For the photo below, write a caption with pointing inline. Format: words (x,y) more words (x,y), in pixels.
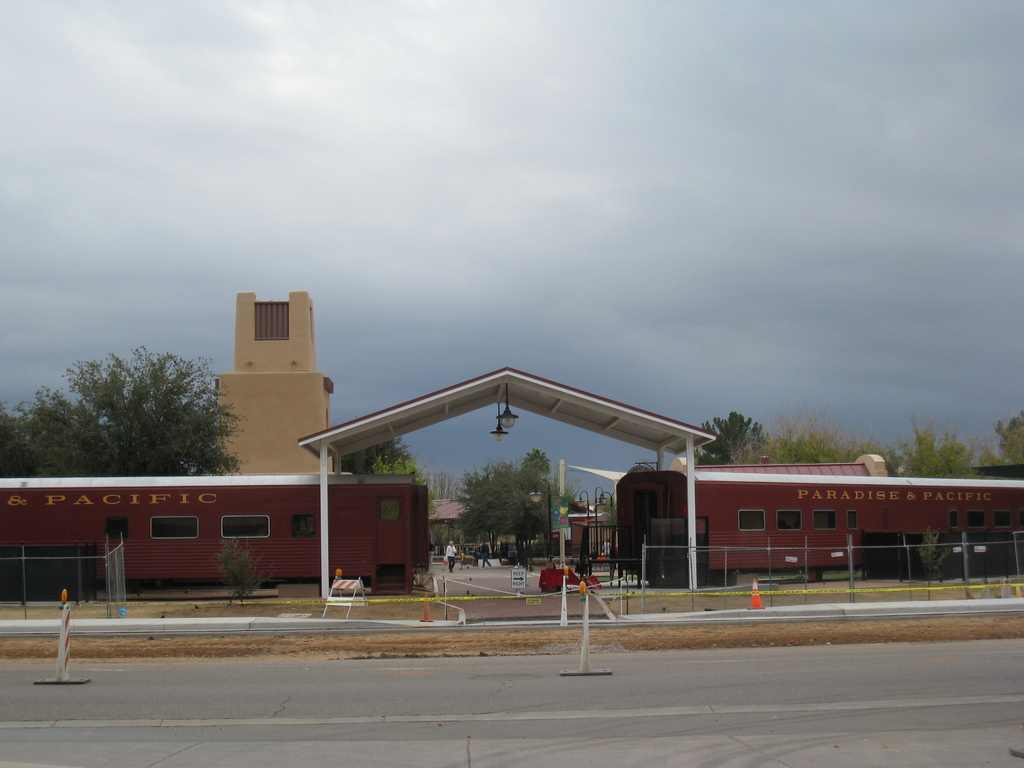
In the foreground (556,676) I can see the road (23,707) and I can see the barriers (581,595) on the road (100,711). In the background (997,519), I can see the train bogies (916,512) on the track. In the background (272,383), I can see the building (282,403) and trees (721,453). There are clouds (647,209) in the sky (692,234).
